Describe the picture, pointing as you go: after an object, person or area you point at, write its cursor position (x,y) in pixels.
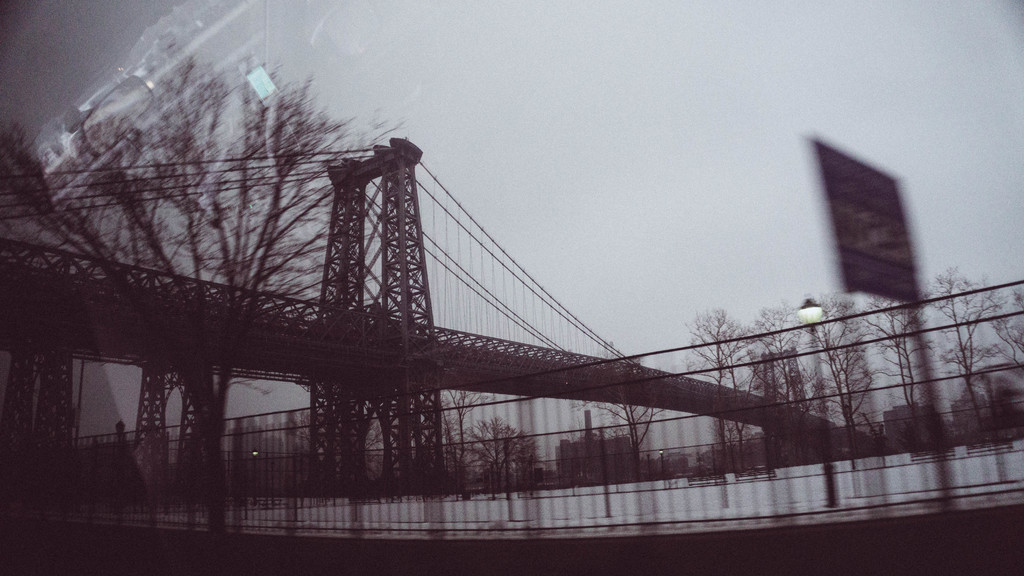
In this picture I can see the bridge (182,355). At the bottom (1012,530) I can see the road (971,517) and fencing (512,446). On the right (880,192) I can see the trees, street light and sign board (886,239). In the background (910,409) I can see some buildings (675,463). At the top (691,106) I can see the sky (632,128).
